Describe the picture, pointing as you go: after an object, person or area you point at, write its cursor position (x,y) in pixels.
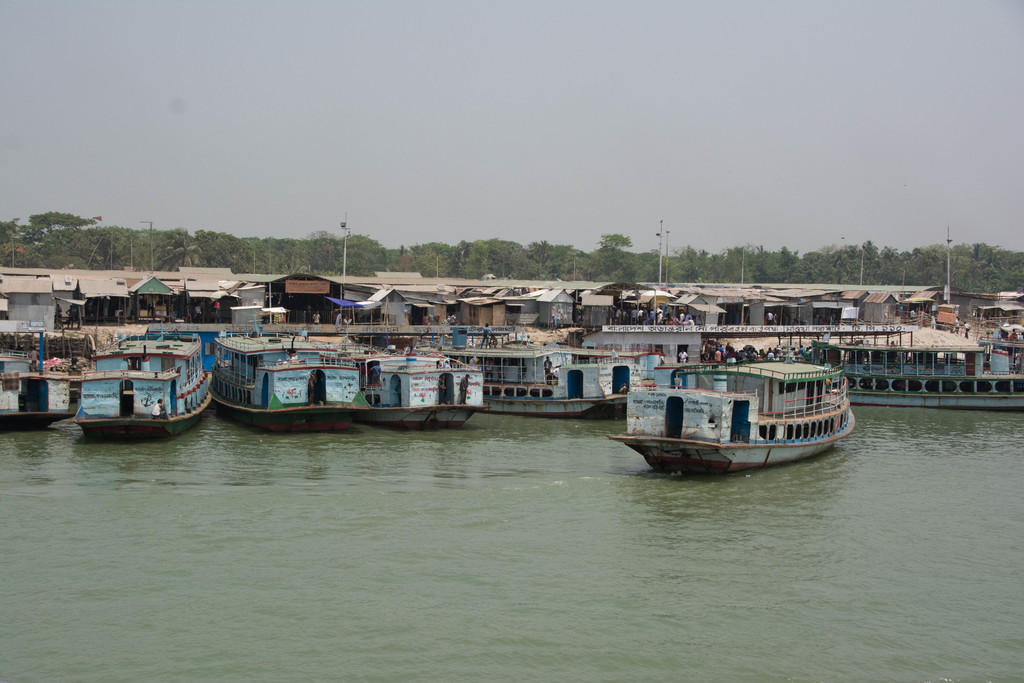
In this picture we can see a few boats (652,438) in water (344,460). There are few houses (324,299), poles (947,264) and trees (87,223) are visible in the background (1012,256).
